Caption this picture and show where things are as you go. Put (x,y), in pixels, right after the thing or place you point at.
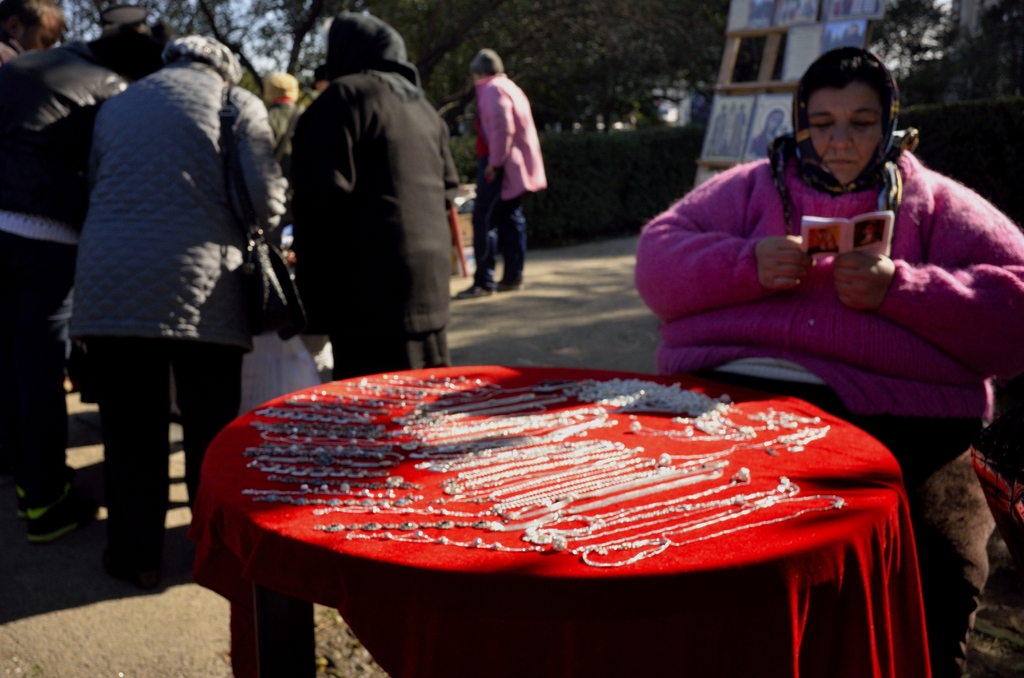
In this image there are group of persons (337,289). At the right side of the image (735,271) a lady person (754,303) wearing pink color sweater (908,263) reading book (835,253) and in front of her there are ornaments (513,393) and at the background (541,141) there are trees (585,46) and at the left side of the image (147,158) there are three persons (167,141) standing.
